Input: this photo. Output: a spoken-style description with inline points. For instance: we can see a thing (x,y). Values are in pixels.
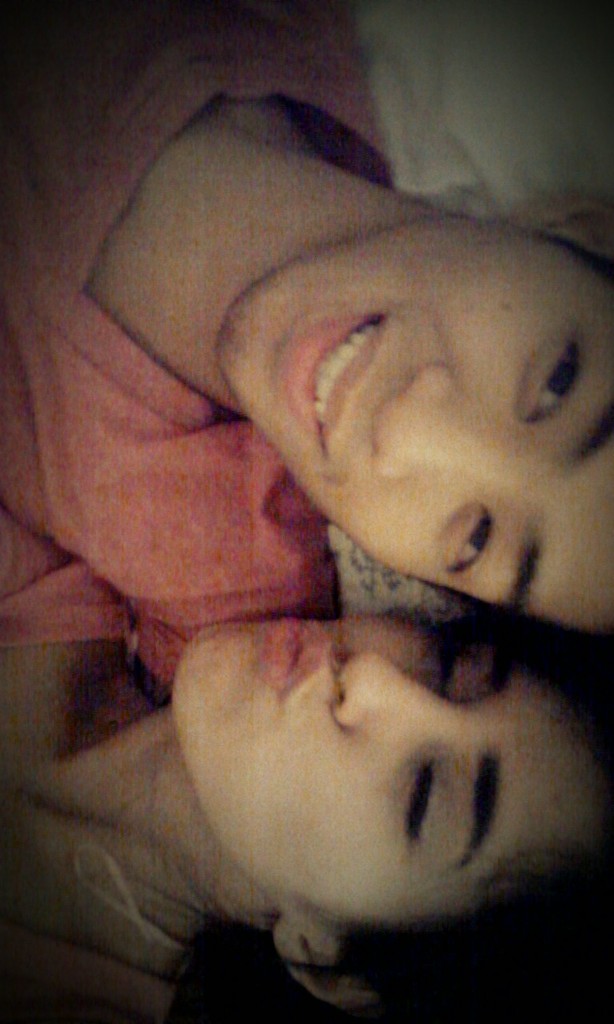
In this image we can see a man (230,551) and women (571,693), the man (387,521) is wearing pink T-shirt (16,310) and smiling.
